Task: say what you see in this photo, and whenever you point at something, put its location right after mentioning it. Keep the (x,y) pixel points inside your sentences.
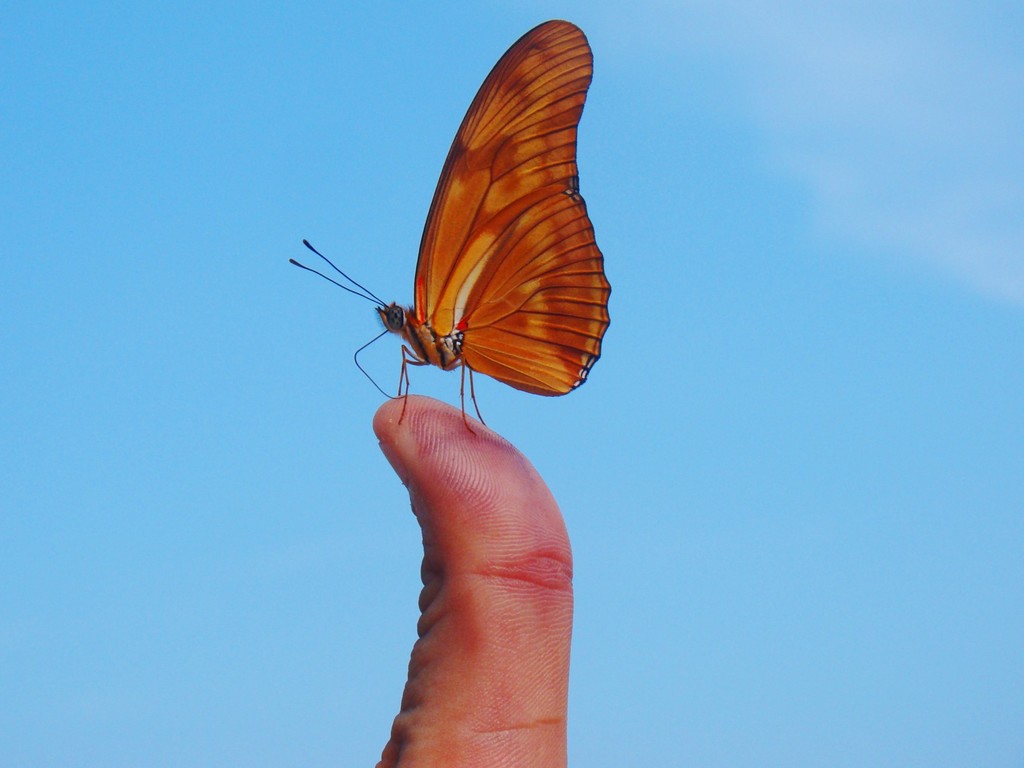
In the picture we can see a butterfly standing on the person's finger (485,477) and the butterfly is yellow and reddish color with legs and antenna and in the background (858,536) we can see a sky (858,536) which is blue in color.
